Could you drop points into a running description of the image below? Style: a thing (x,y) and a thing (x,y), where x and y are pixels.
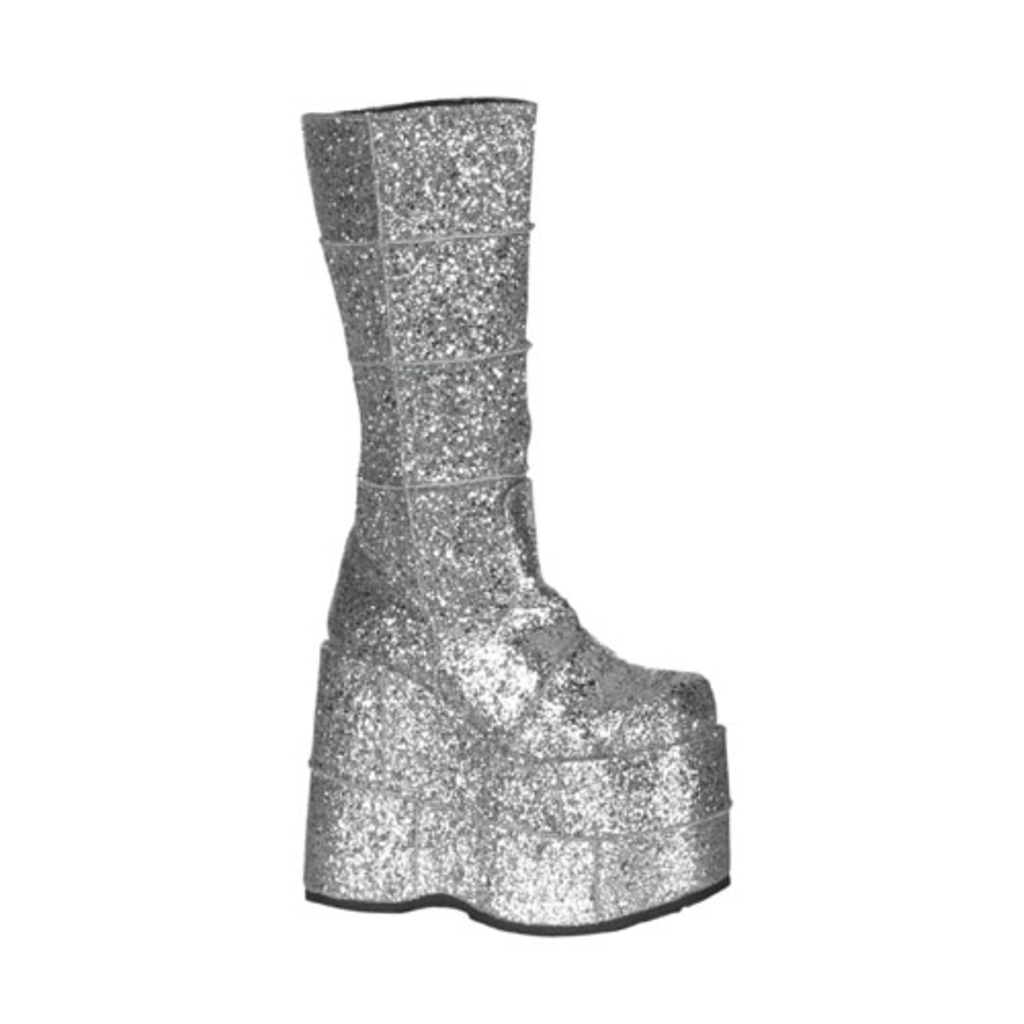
In this image we can see a silver color boot (483,691).
